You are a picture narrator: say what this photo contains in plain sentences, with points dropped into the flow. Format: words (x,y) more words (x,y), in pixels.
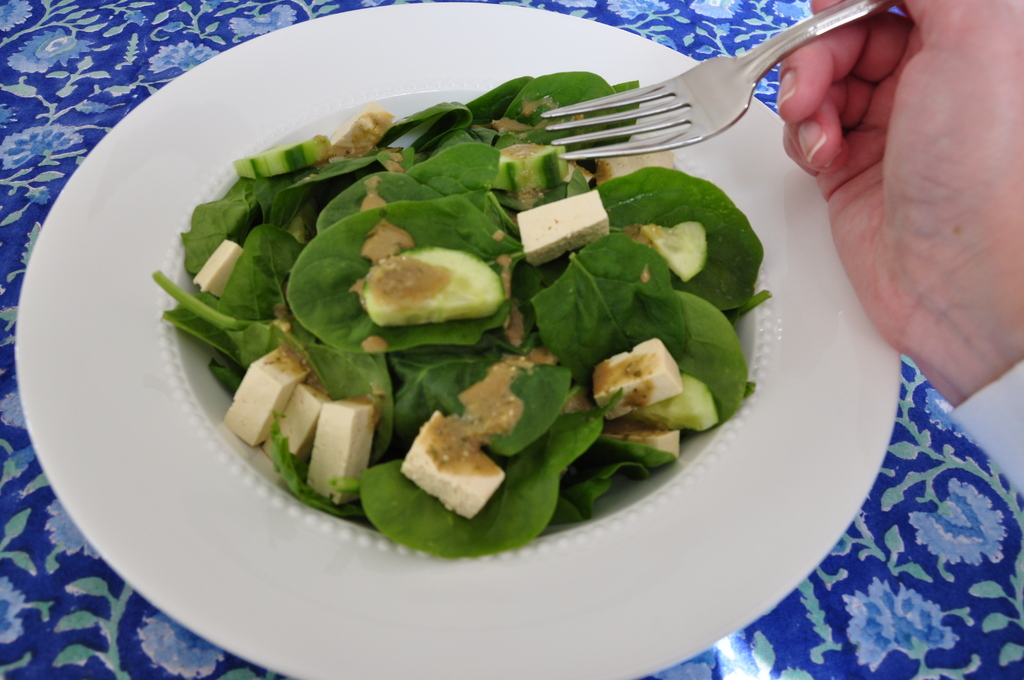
In this image there is a plate (787,348) on the table (15,154). There is some food (466,399) and leafy vegetables (405,360) are on the plate (771,351). Right side (999,318) a person's hand (848,247) is visible. He is holding a fork (705,98).
